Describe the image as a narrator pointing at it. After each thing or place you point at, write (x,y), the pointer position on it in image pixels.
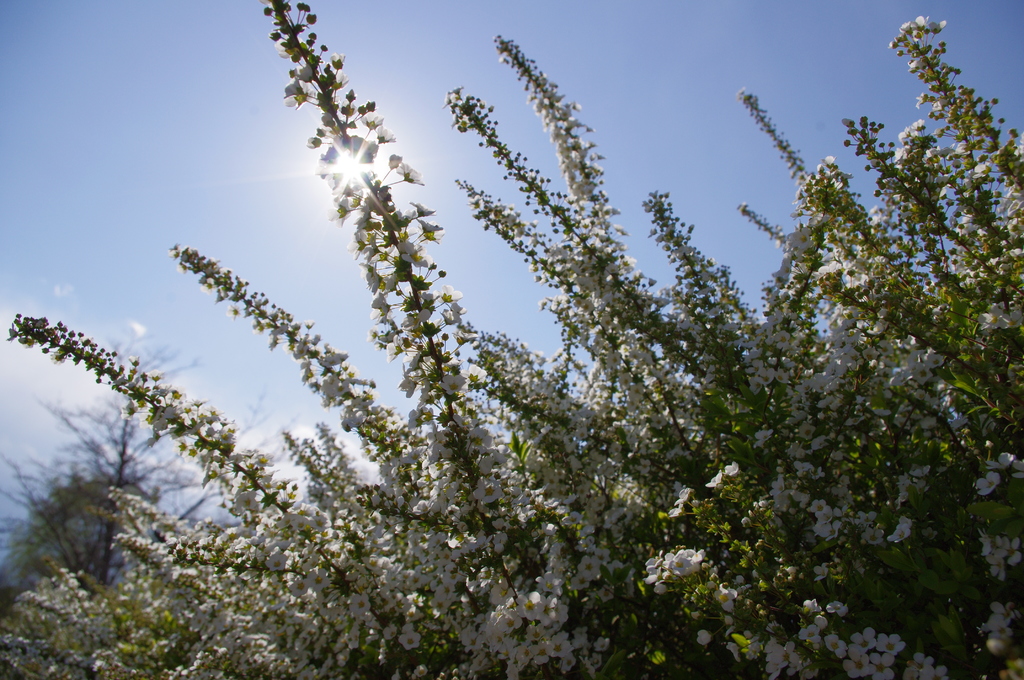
In this image there are plants (562,426) and we can see flowers (500,601). On the left (87,550) there is a tree (87,550). In the background (145,201) there is sky (429,75).
